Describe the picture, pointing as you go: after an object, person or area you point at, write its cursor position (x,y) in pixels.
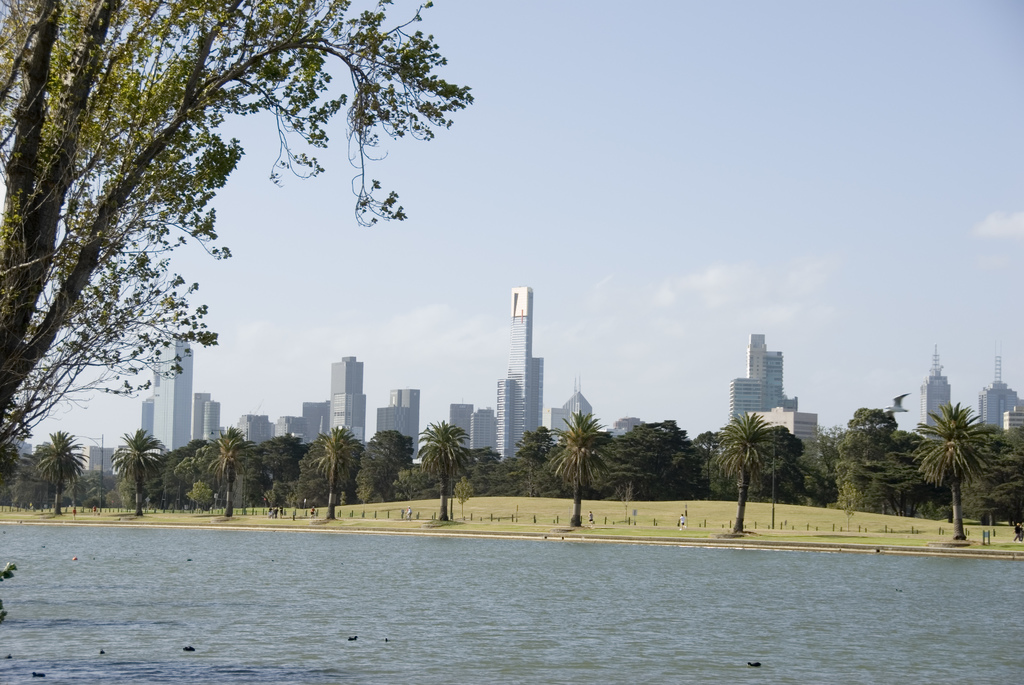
In this image, we can see some water (928,556) with a few objects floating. There are a few buildings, poles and trees (951,439). We can see the ground (668,515) and some grass (665,517). We can also see the sky (680,410) with clouds (775,292).
